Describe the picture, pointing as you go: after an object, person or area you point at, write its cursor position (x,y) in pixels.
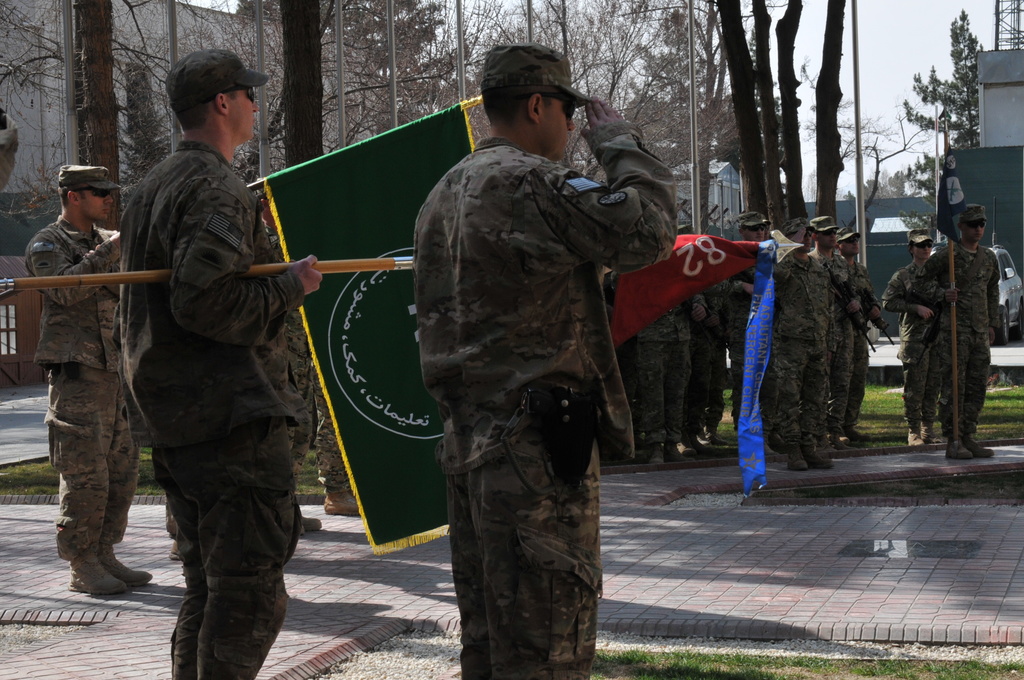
In this picture, we see men (614,426) in the uniform (525,373) are standing. The man (178,274) on the left side (219,238) is holding a wooden stick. Behind him, we see a man (51,329) is holding a green color flag (348,388). We see people (812,399) are holding flags (668,307) which are in red, blue and green color. In the background (1012,309), we see a car (1009,291) and buildings (840,203). There are poles (465,93) and buildings (279,99) in the background (389,105).
